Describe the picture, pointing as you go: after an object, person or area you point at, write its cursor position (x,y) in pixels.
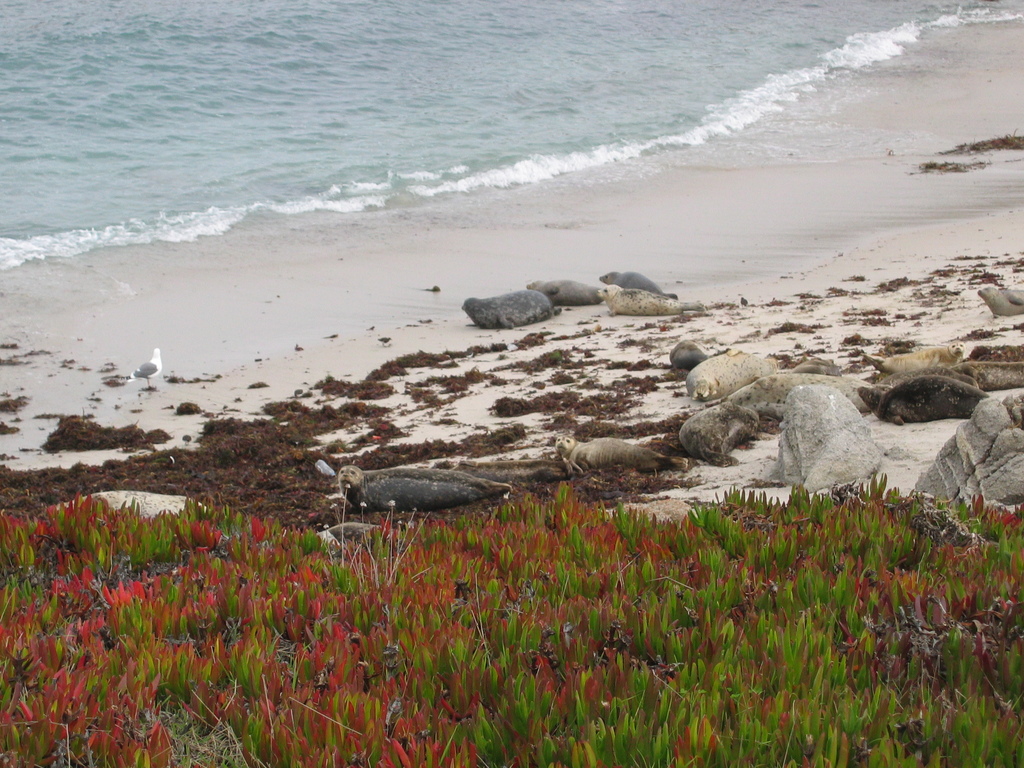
In this image in front (709,669) there are plants (721,676). There are animals (697,365) on the sand (468,391). There is a bird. In front of the animals (545,295) there is water (451,126).
